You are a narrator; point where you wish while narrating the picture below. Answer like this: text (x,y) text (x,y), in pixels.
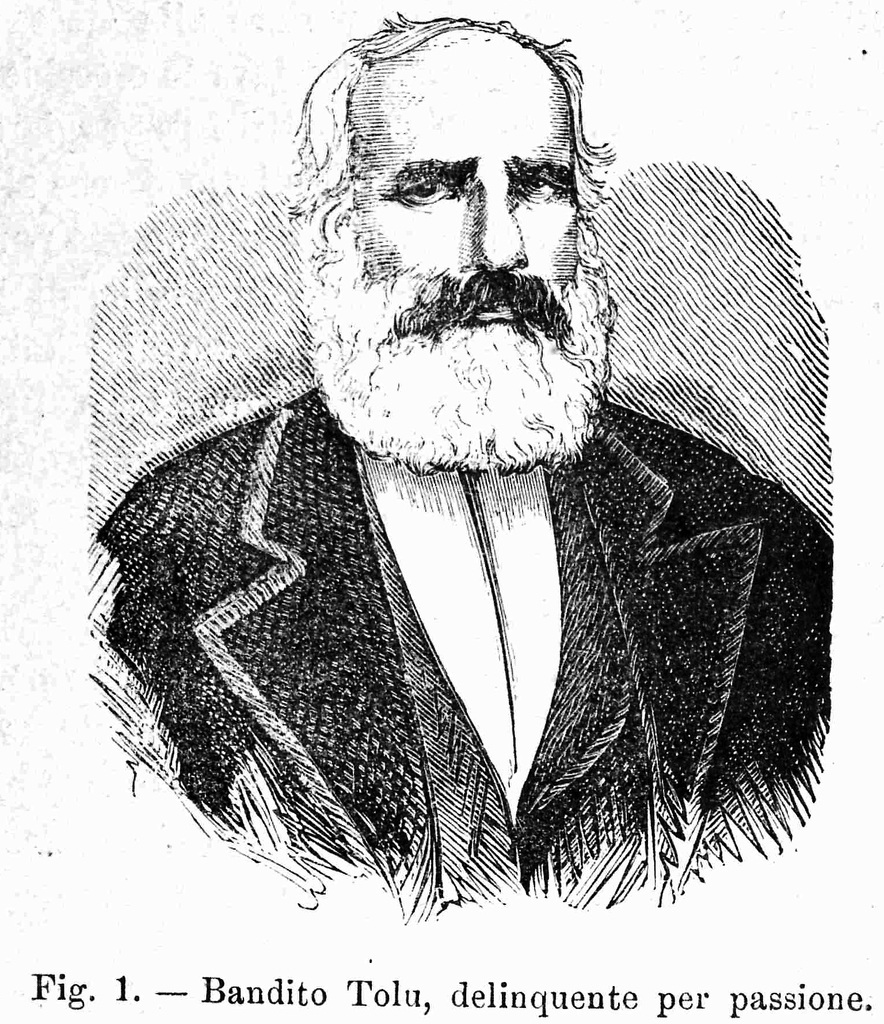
In this image we can see a poster (272,586) of a person (279,527) who is wearing suits (361,615) and bottom of the image (324,1004) there are some words (281,983) written.
